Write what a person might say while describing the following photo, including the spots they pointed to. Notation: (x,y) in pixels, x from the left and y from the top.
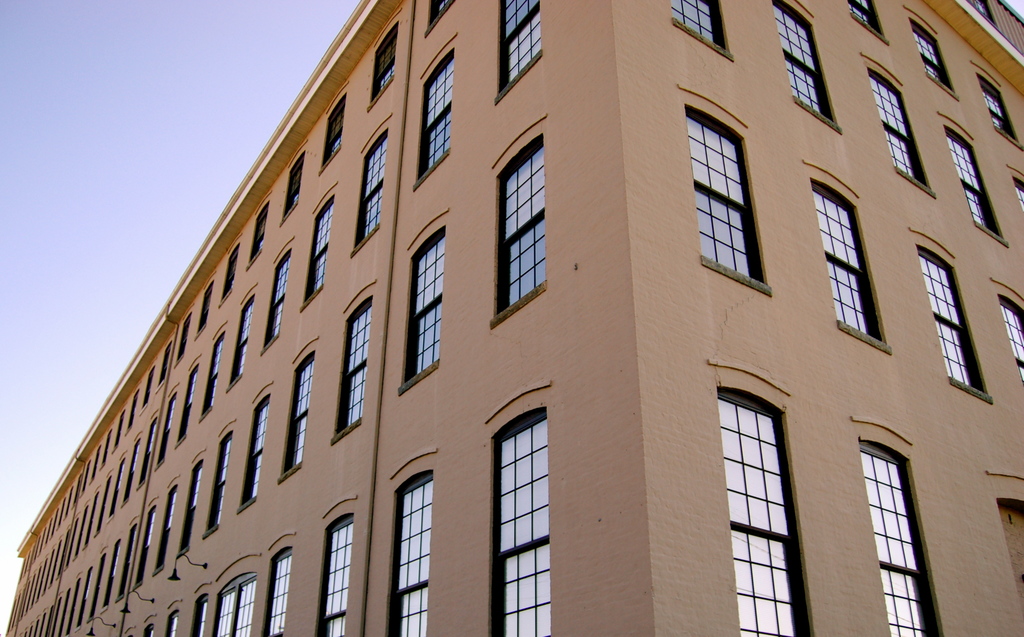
In this image, we can see a building (650,525) with walls (676,538) and glass windows (520,512). Left side (66,373) corner, there is a sky (115,263).
